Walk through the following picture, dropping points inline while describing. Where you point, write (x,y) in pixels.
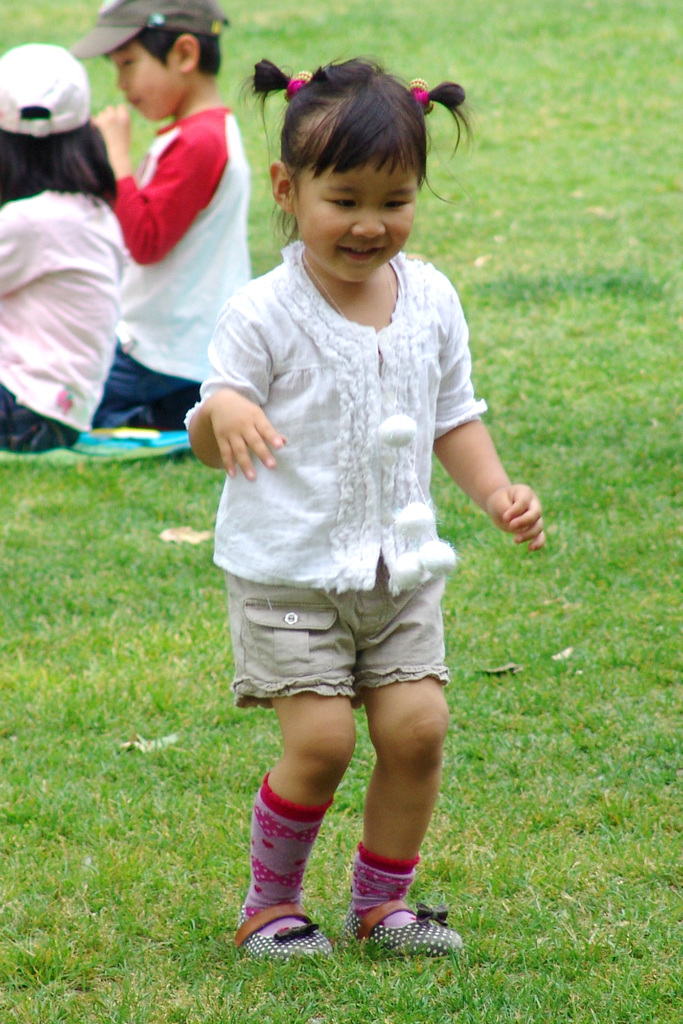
In this image there is a baby girl (344,76) standing on the grass (30,809) and smiling, behind her there are two people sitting on the grass (149,788).
